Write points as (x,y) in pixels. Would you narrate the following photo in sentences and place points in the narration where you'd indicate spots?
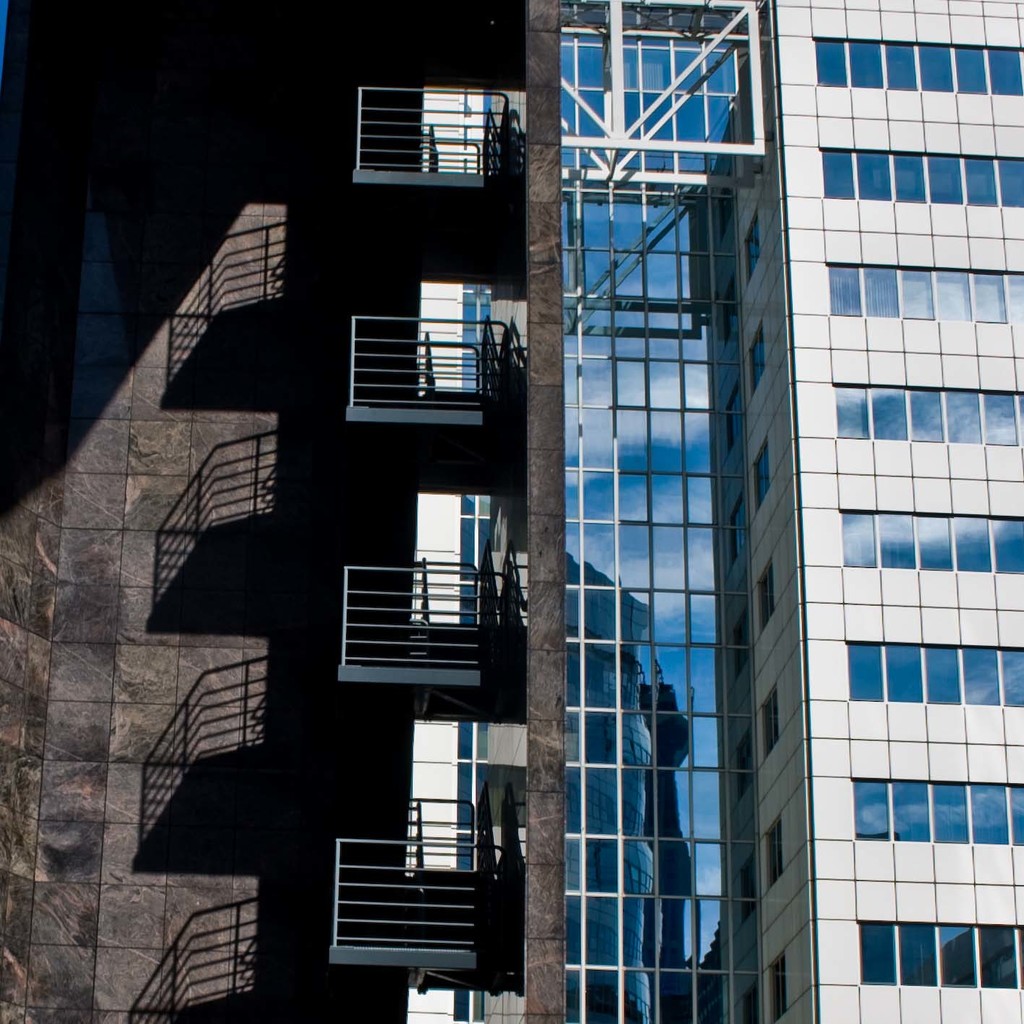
In this image, there is a building (569,332) which is colored blue and white. There is a wall (107,583) on the left side of the image (107,583).
